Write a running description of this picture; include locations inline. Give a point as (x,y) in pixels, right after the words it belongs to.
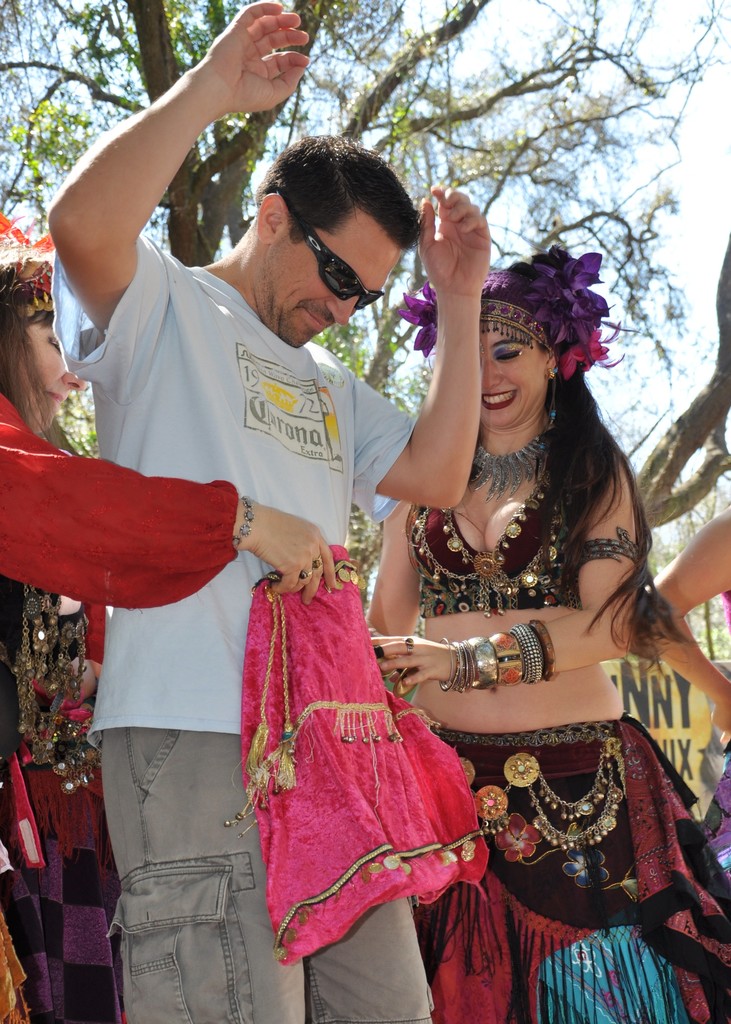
In this image I can see the group of people (140,659). And I can see few people (497,679) with the costumes (370,752) and one persons (232,978) is wearing the white and ash color dress (200,857) and also the specs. In the background (677,698) I can see the board (669,691), trees (629,176) and the sky (629,176).
